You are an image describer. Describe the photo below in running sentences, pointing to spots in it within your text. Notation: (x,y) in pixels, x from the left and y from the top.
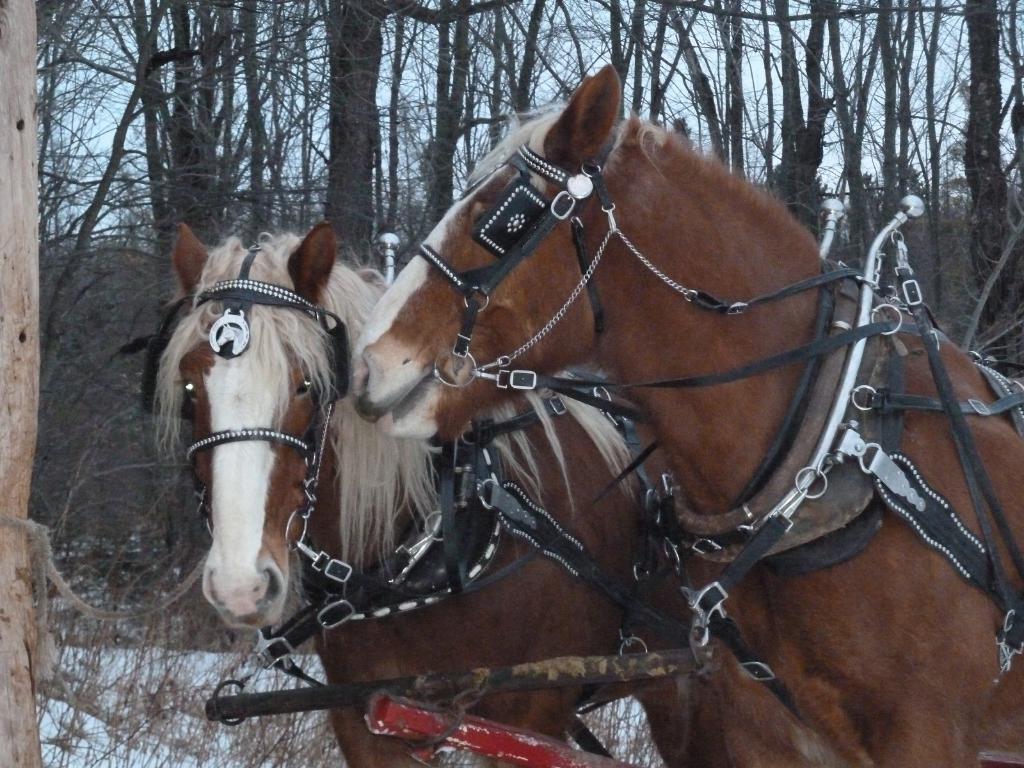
In this picture we can see horses (627,330) with belts (945,386) on it and in the background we can see trees (194,560), sky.
